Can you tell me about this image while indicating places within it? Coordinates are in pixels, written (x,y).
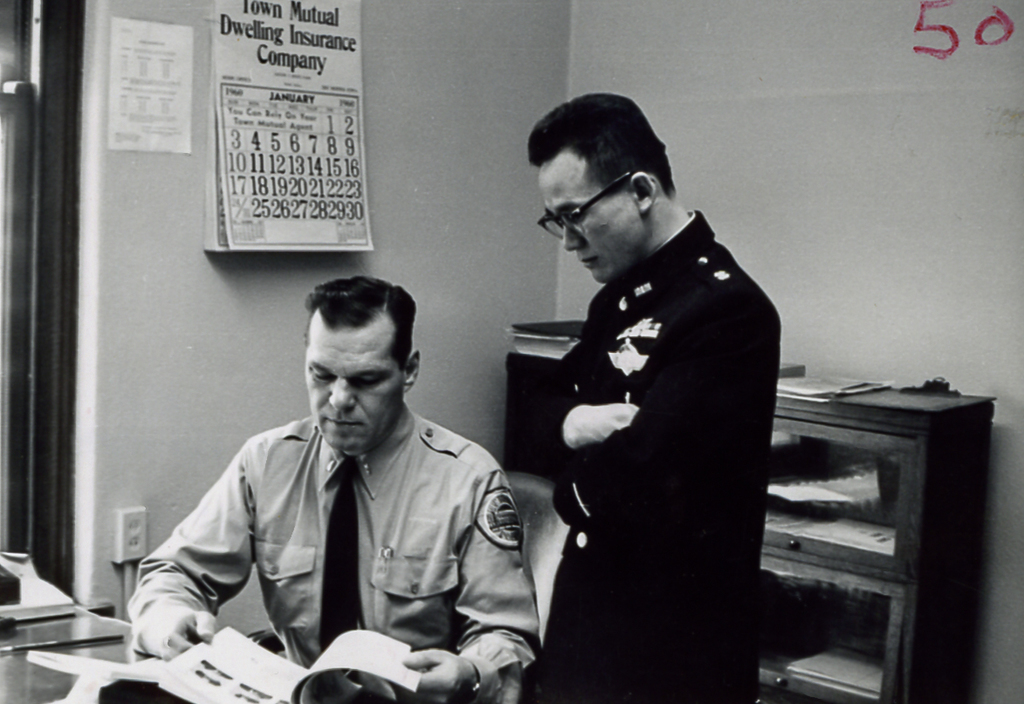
In this image I can see two persons (422,499). One person (464,439) is sitting and one person (626,391) is standing. There are some objects (95,669) on the table (58,638). Also there is a cupboard (931,622), there is a paper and a calendar (355,42) attached to the wall (399,49) and to other side of wall (838,60) there is a number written on it.
